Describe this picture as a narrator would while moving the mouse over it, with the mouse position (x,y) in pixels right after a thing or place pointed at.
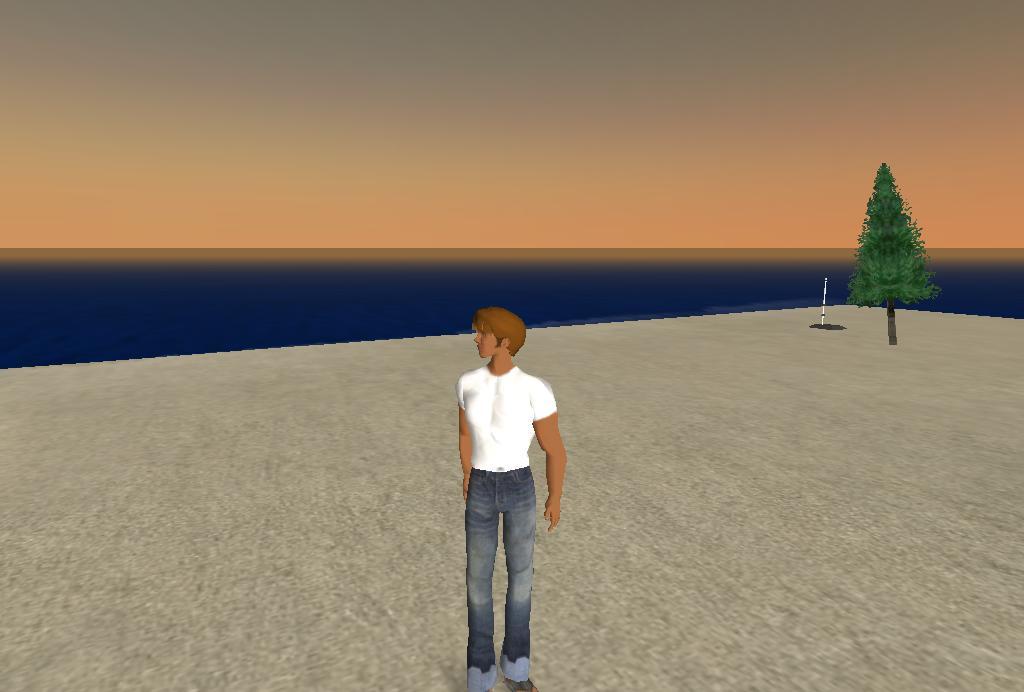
This is an animated image in this image there is a person (476,457) standing on a floor (1017,385), in the background (876,283) there is a tree (889,273), sea (548,309) and the sky (681,139).
